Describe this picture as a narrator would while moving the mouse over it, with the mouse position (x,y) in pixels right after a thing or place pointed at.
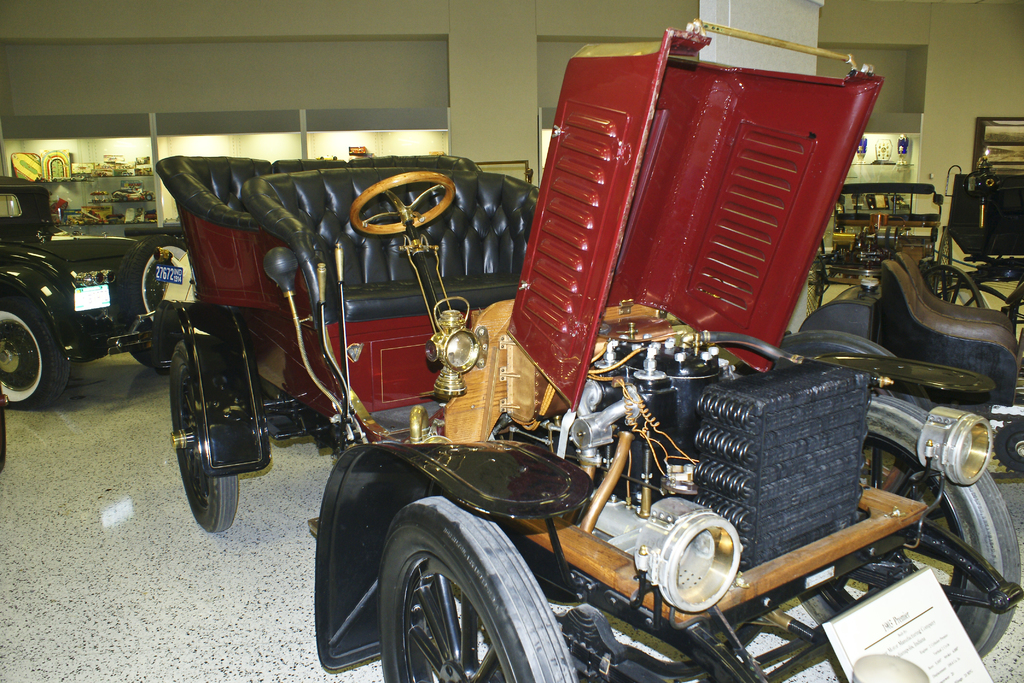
In this image I can see a car (462,429) which is black, maroon, gold and white in color is on the white colored floor (235,581). In the background (93,256) I can see few other vehicles (821,280) on the floor (211,577), the wall (408,12), few racks (135,156), few lights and few objects (76,171) in the racks (393,150).
